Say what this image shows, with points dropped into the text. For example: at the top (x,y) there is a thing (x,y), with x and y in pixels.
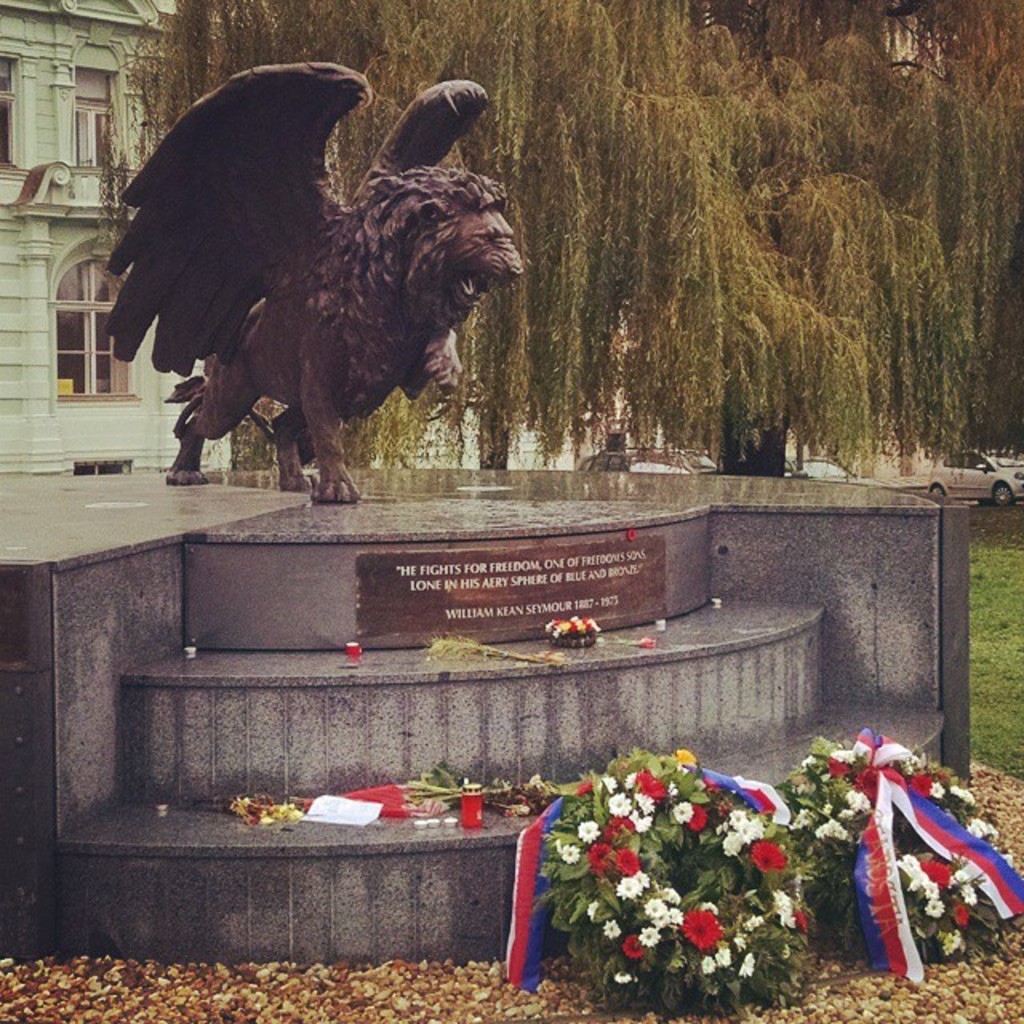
In the foreground of the picture (411,283) I can see the statue (453,91) of a lion (438,83). I can see the flower bouquets (766,813) on the floor (832,996) on the bottom right side of the picture (799,901). In the background (9,71), I can see the building (9,71), trees (774,312) and cars (1005,462). I can see the green grass (987,662) on the right side (1006,663).
